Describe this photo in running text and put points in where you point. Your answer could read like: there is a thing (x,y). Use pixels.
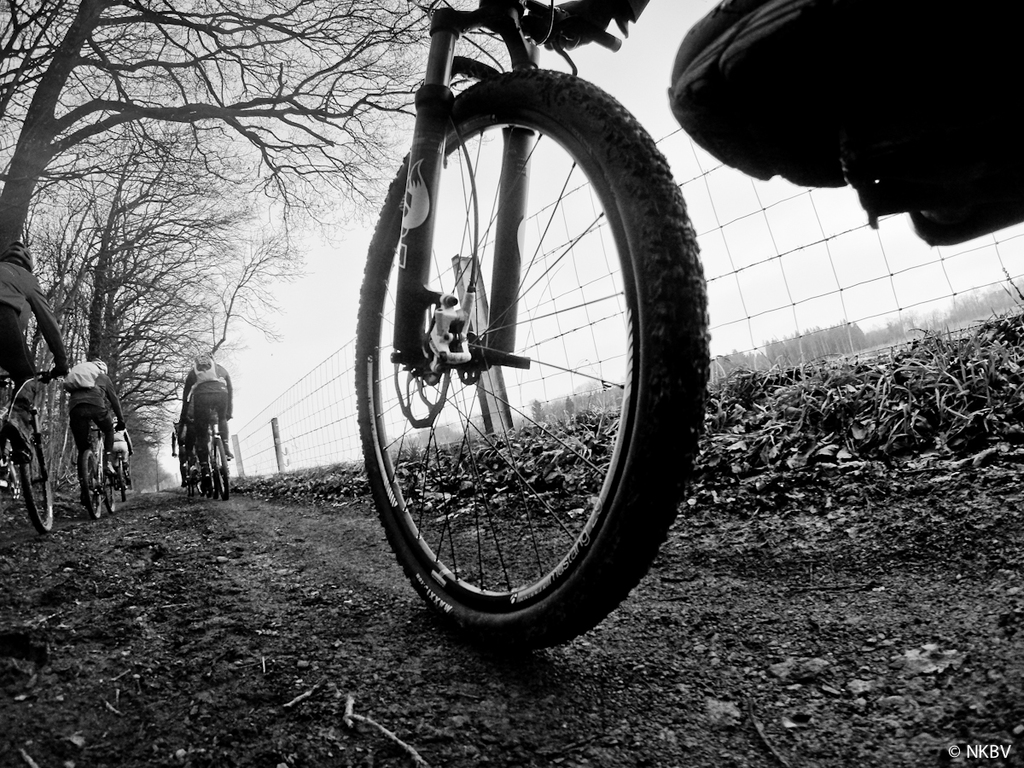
There are few persons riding bicycles (514,609). Here we can see a mesh (764,263), dried leaves (540,464), and trees (316,53). In the background (561,57) there is sky (672,47).
